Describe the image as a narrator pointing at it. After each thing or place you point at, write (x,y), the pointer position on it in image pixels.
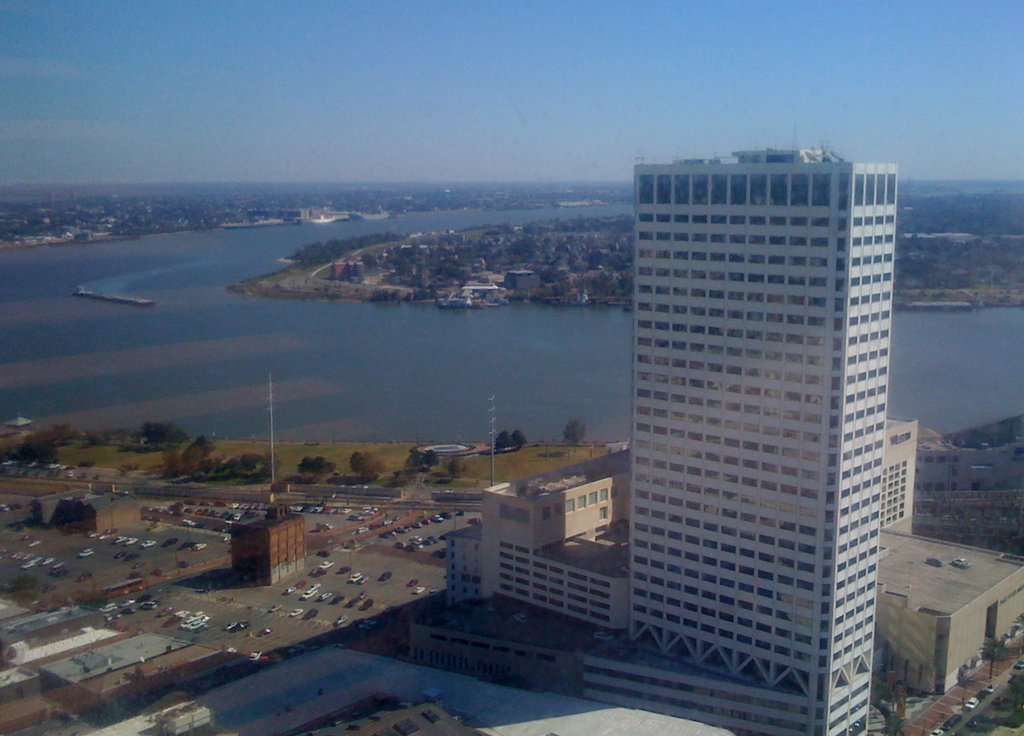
In this image in the center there are buildings (717,586) and there are cars (148,603) on the road (432,573). In the background (340,460) there are trees (308,465), there's grass (293,462) on the ground (548,463) there is a river (290,347).
